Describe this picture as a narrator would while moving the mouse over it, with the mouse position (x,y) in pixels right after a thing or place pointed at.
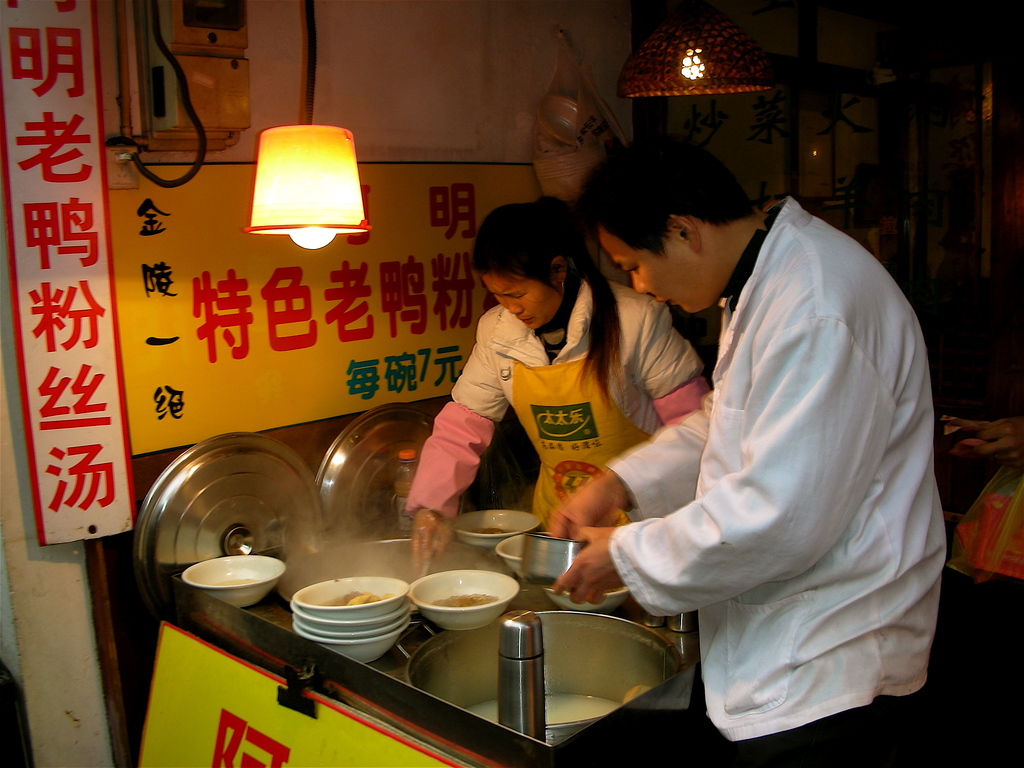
This picture consists of two persons (845,489), one person (666,546) holding bowl (563,553), in front of them there is a table (350,680), on the table (398,709) there are bowls (223,588) and top of bowl (240,599) I can see food item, at the top (510,131) I can see the wall (762,121) on the wall (753,121) I can see text (218,304) and bag (586,86) and lamps (263,141) and a meter (185,38) attached to the wall (358,44).
